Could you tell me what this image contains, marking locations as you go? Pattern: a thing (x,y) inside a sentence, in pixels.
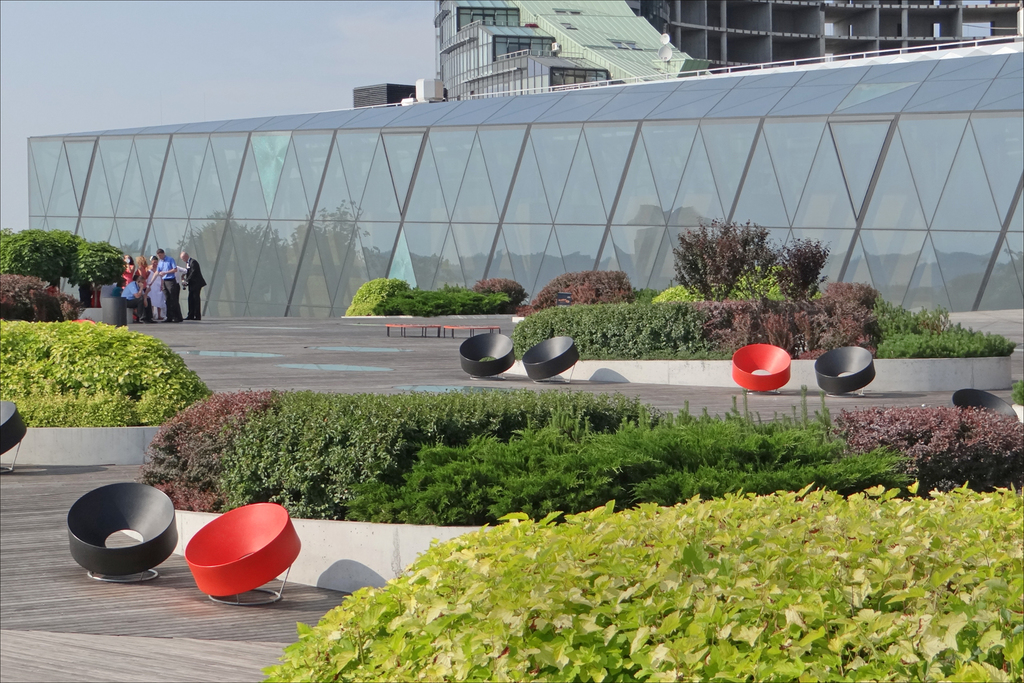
In this image we can see some plants (272,433) and trees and there are some people (156,319) on the left side of the image (152,294). We can see the buildings (759,98) in the background (741,72) and there are some objects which looks like chairs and at the top (163,89) we can see the sky (148,61).
